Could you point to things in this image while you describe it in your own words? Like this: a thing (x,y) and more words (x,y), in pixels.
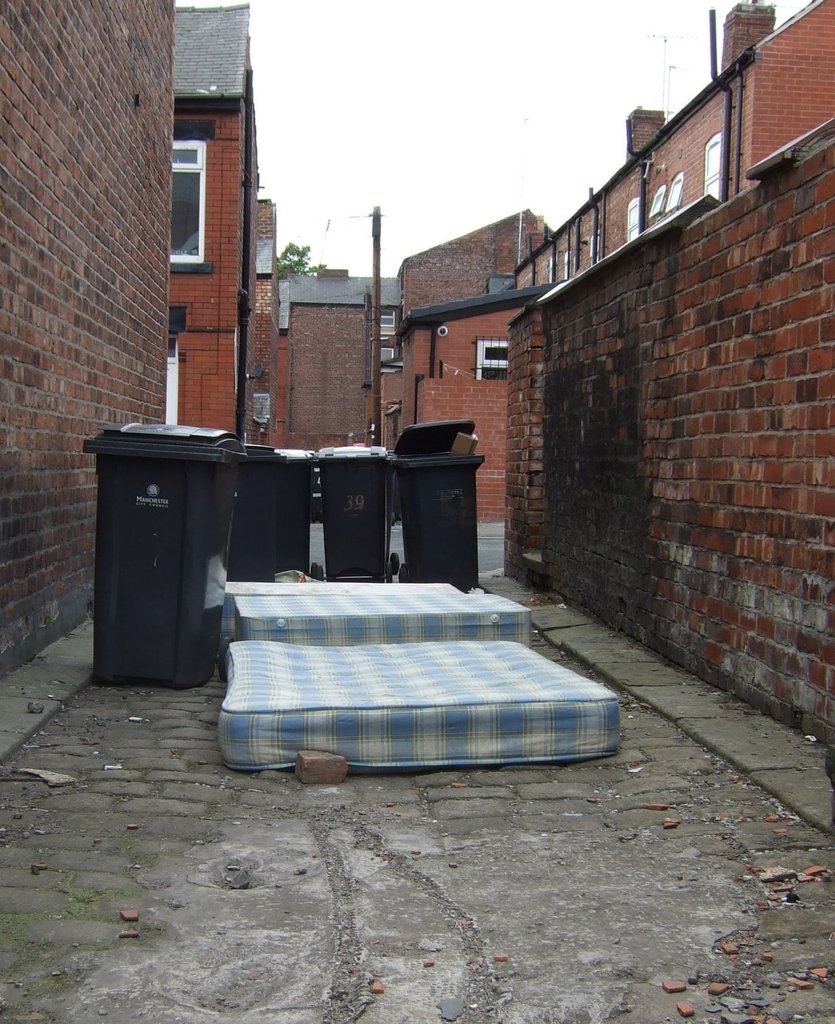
In this image we can see beds (286,735), dustbins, stones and brick (310,778) are on the road (400,1019). On the left (84,325) and right side (599,395) we can see the walls (524,535). In the background (320,320) there are buildings (457,327), windows (385,358), poles (521,217), trees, road (493,525), objects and the sky (493,35).
